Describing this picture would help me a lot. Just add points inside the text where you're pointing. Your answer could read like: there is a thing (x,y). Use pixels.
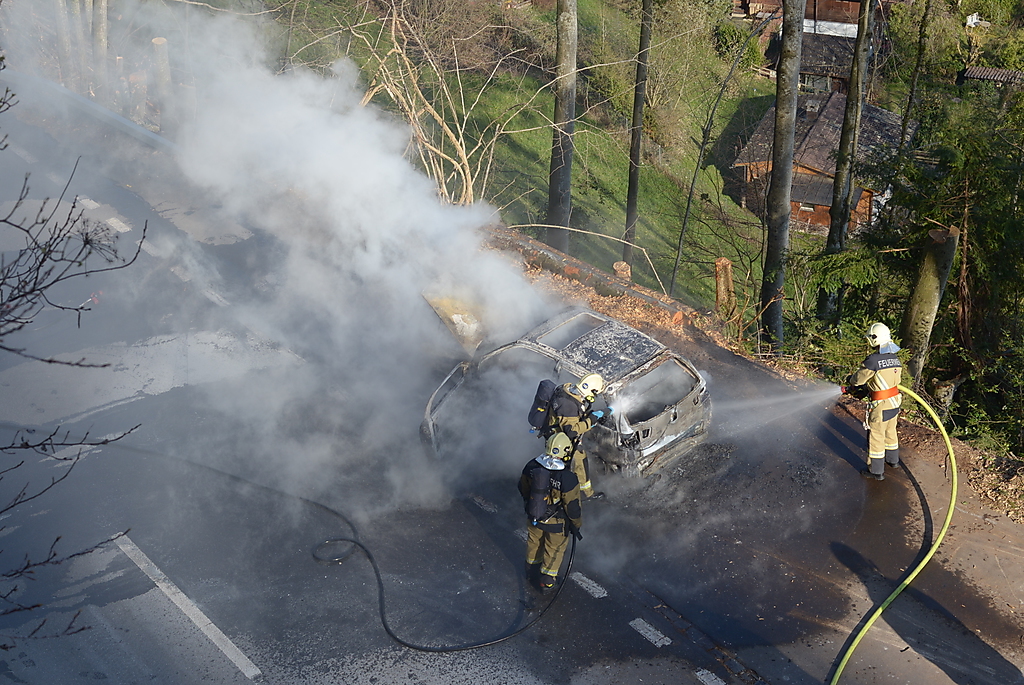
There are three people (566,489) standing and holding pipes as we can see at the bottom of this image (551,498). We can see a car (611,345), road (604,572) and stems of a tree (80,250) at the bottom of this image (297,569). There are trees (778,126) and houses (837,106) at the top of this image (795,106).
